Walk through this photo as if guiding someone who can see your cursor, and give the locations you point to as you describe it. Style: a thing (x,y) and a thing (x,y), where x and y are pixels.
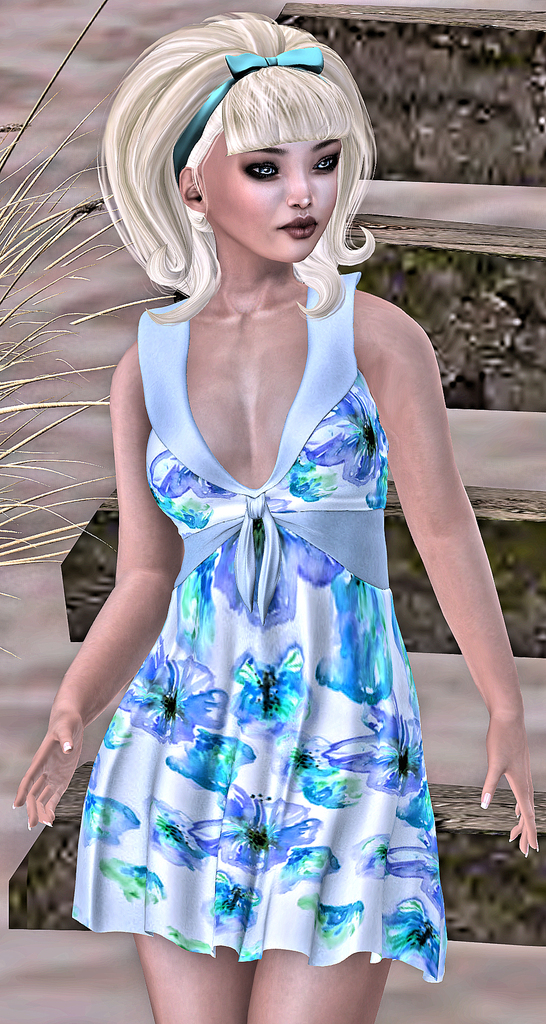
In this image there is a cartoon type poster (190,395) of a girl (139,718) wearing white and blue color top (328,841).
